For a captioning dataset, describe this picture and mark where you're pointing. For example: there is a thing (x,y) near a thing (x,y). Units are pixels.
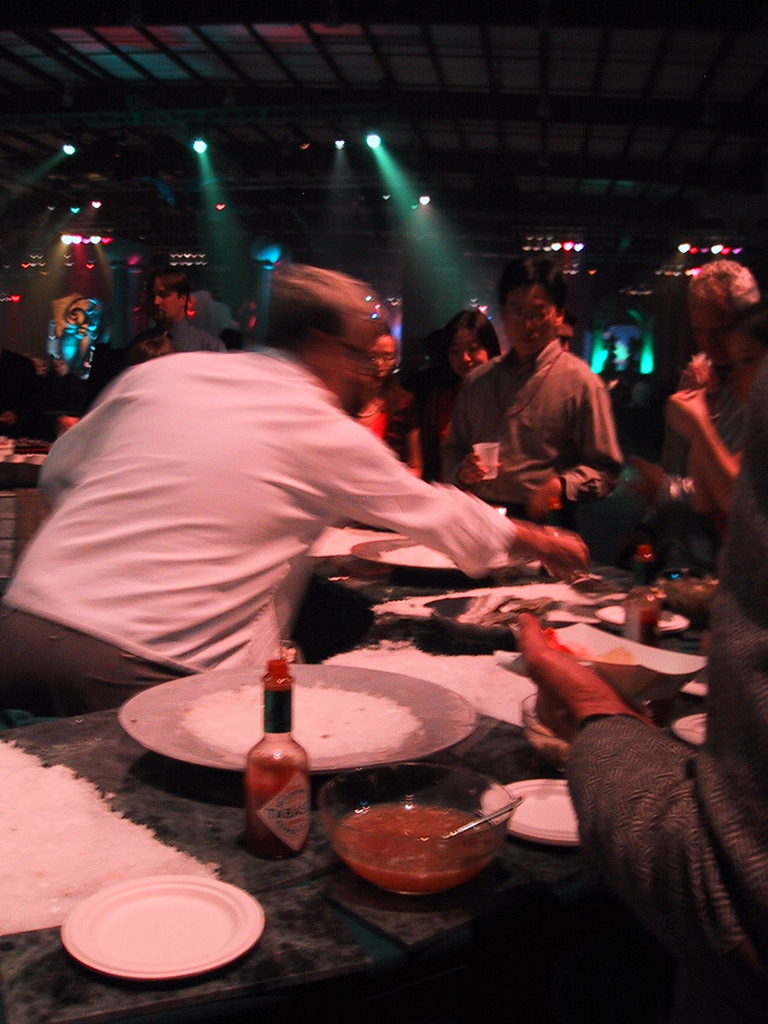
This picture shows a man (268,648) serving food (509,599) and we see some plates (430,564), some sauces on the table (519,582) we see people (534,313) standing in front of him holding some bowls (578,658) and glasses (479,467) in their hand (560,701).
